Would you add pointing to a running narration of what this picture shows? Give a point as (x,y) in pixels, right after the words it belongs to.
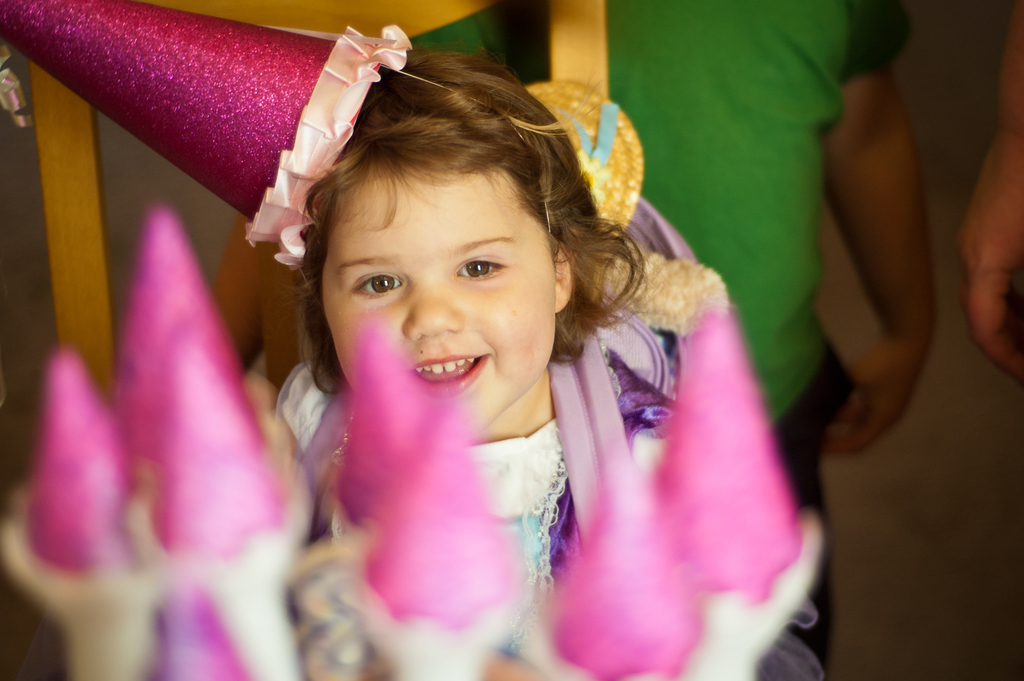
In the center of the image (519,313), we can see a kid (355,199) sitting on the chair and wearing a cap (284,123) and a bag (621,317). In the background (699,149), there are some people (792,113) and we can see candies (368,472).
